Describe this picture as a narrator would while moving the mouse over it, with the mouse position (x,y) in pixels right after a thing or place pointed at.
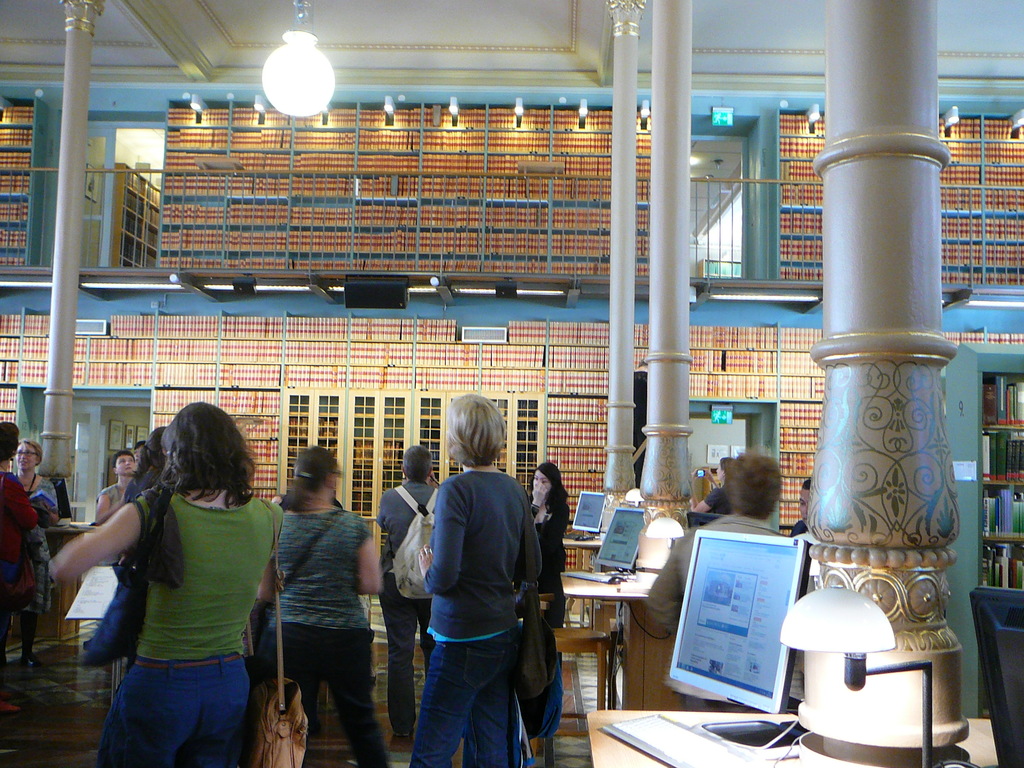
In this image I can see there are group of persons (217,545) standing on the floor (72,711) and there are some tables (660,649) visible, on the table (666,668) systems (700,619) and lamps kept on it and in the middle (664,309) few pillars (823,261) and a light (319,97) attached to the roof (275,40) at the top (325,78), there are few racks (124,237) visible, in the racks (982,419) there are few books (766,378) kept on it.
